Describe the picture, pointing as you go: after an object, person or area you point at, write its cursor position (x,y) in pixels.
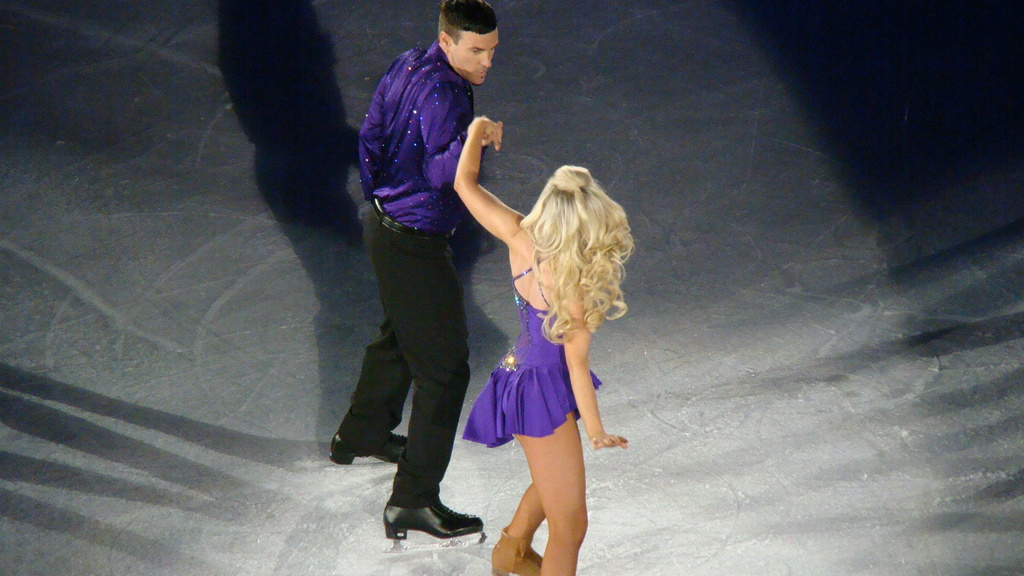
In this image we can see a man (476,52) and a woman (566,239) standing on the floor (112,210). On the floor (129,117) we can see the shadow (332,245).
